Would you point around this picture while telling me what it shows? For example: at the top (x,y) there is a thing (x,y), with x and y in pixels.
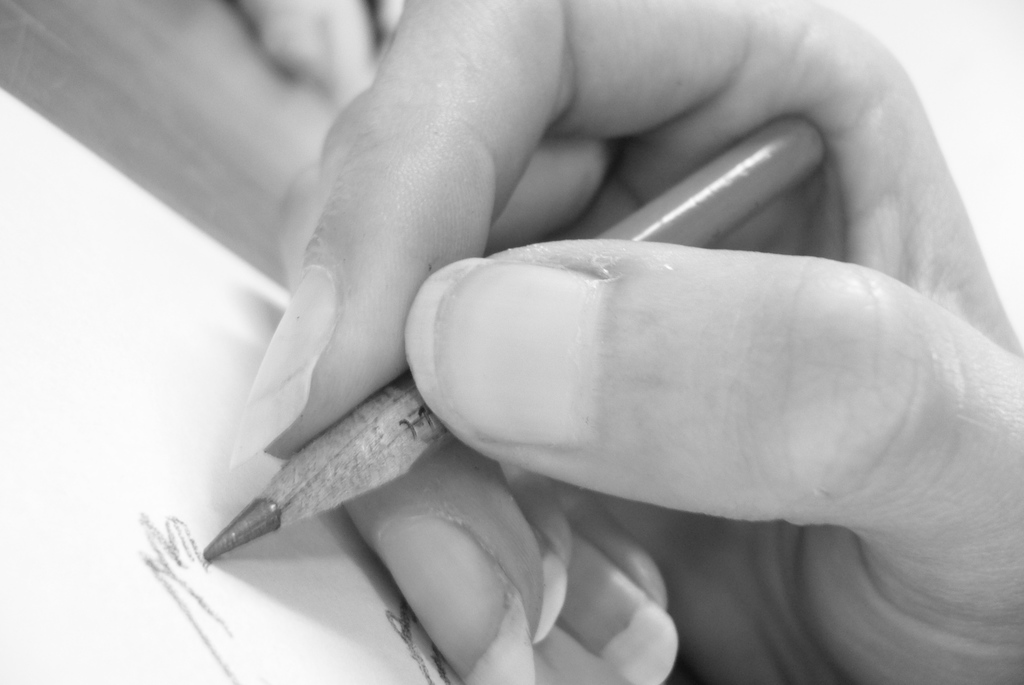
This picture shows human hand (647,336) holding a pencil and writing on the paper (55,623) on the table (247,90).
